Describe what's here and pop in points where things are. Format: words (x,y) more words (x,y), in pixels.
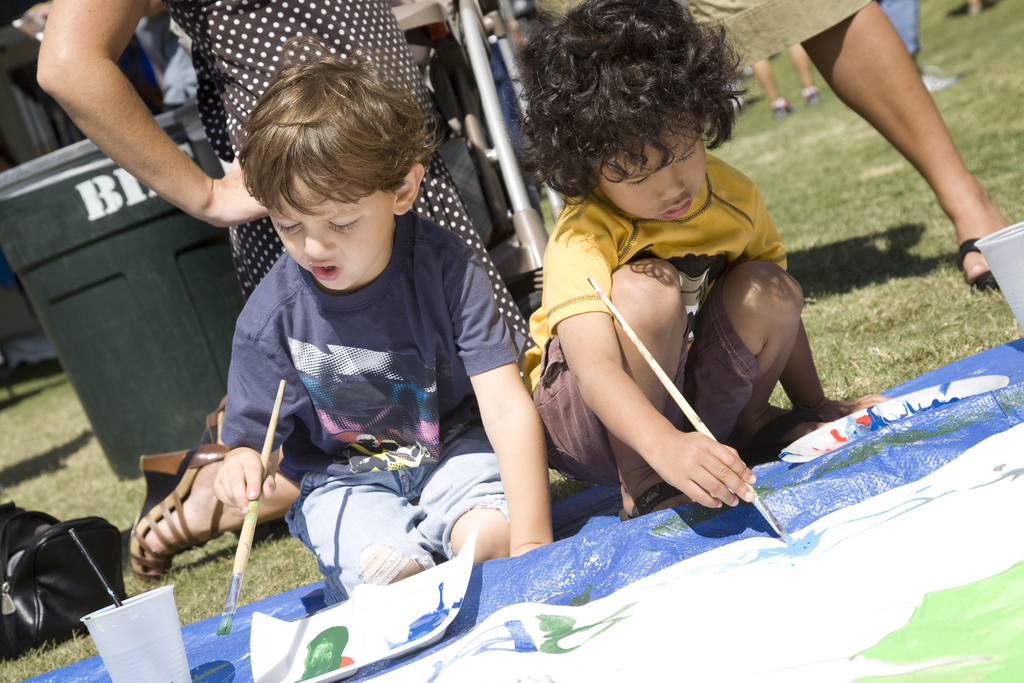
In the foreground of this picture (387,365), there are two boys (490,325) sitting on the grass (839,371) and painting on a cloth (779,617). On the cloth (649,640), there are glass (125,645) with straw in it. paints (422,629) on a plate (446,620). In the background (86,321), there is a bag (62,538), black basket (76,362), persons (185,58) standing and a pole (476,73).
